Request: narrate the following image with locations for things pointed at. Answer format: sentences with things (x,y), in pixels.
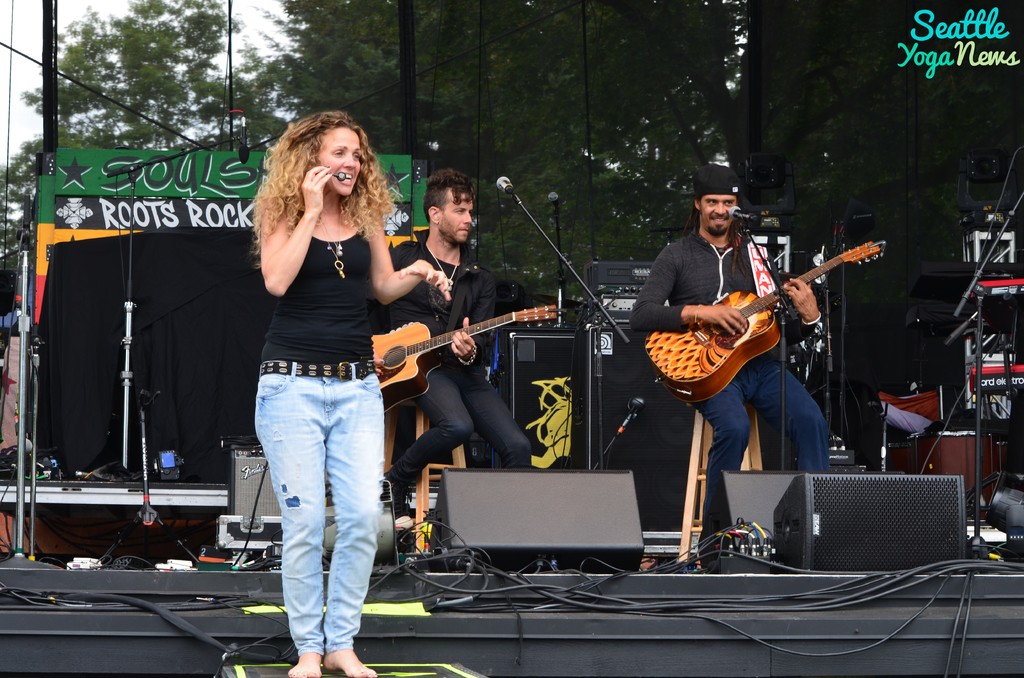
In this image I can see two men (386,306) are sitting on stools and holding guitars (688,365), here I can see a woman (334,642) is standing. In the background (508,213) I can see number of trees (983,102) and few mics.
